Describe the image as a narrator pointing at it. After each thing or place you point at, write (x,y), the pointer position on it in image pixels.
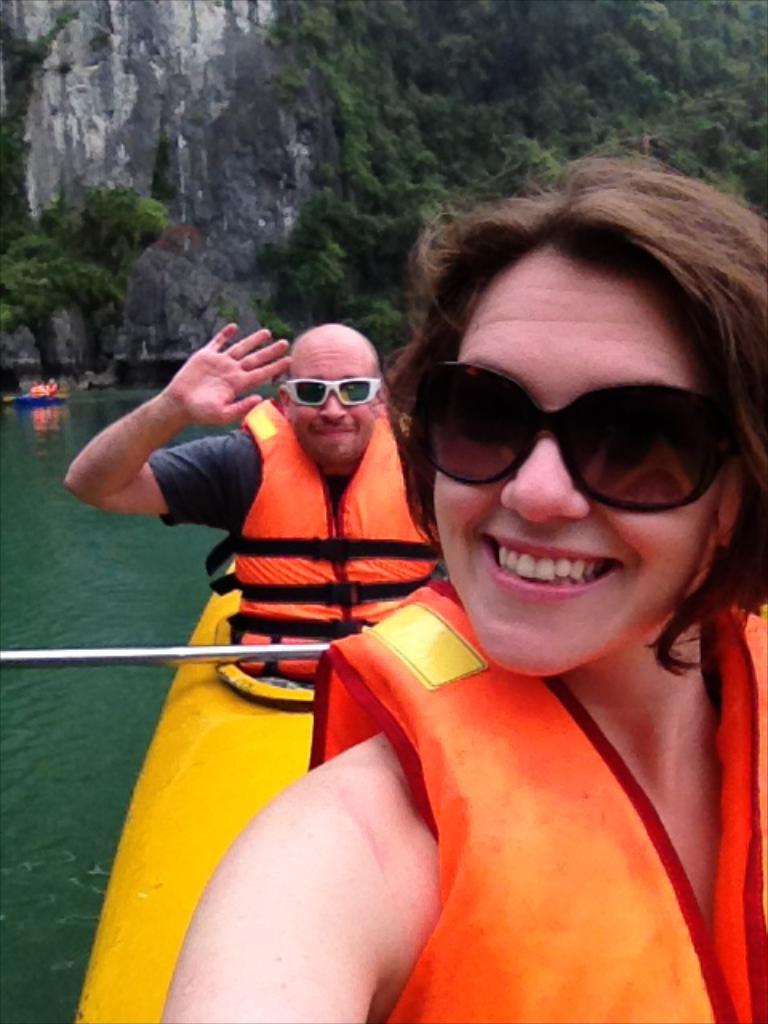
In this image we can see there are boats (239,750) on the water (152,728) and there are people (468,787) sitting on the boat (168,822) and holding an iron rod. At the back (213,83) there are trees (460,118) and rock (245,194).
